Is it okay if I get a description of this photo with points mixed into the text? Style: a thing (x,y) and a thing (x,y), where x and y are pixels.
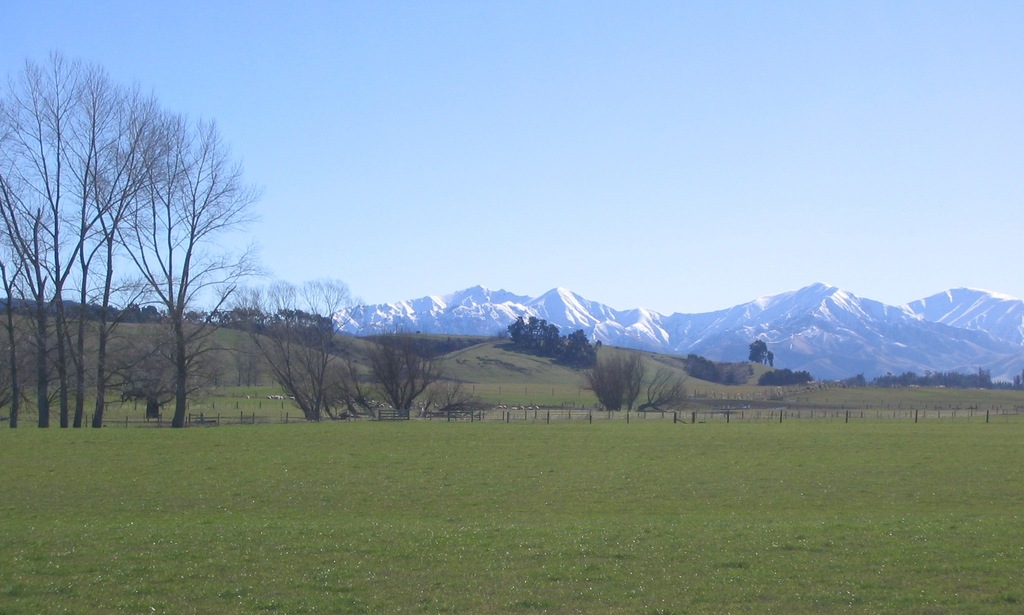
In this image in the foreground (448,489) there is a grassland (289,503). In the background (452,409) there are fences (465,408), trees (59,358), hills (498,382). The sky (672,91) is clear.
